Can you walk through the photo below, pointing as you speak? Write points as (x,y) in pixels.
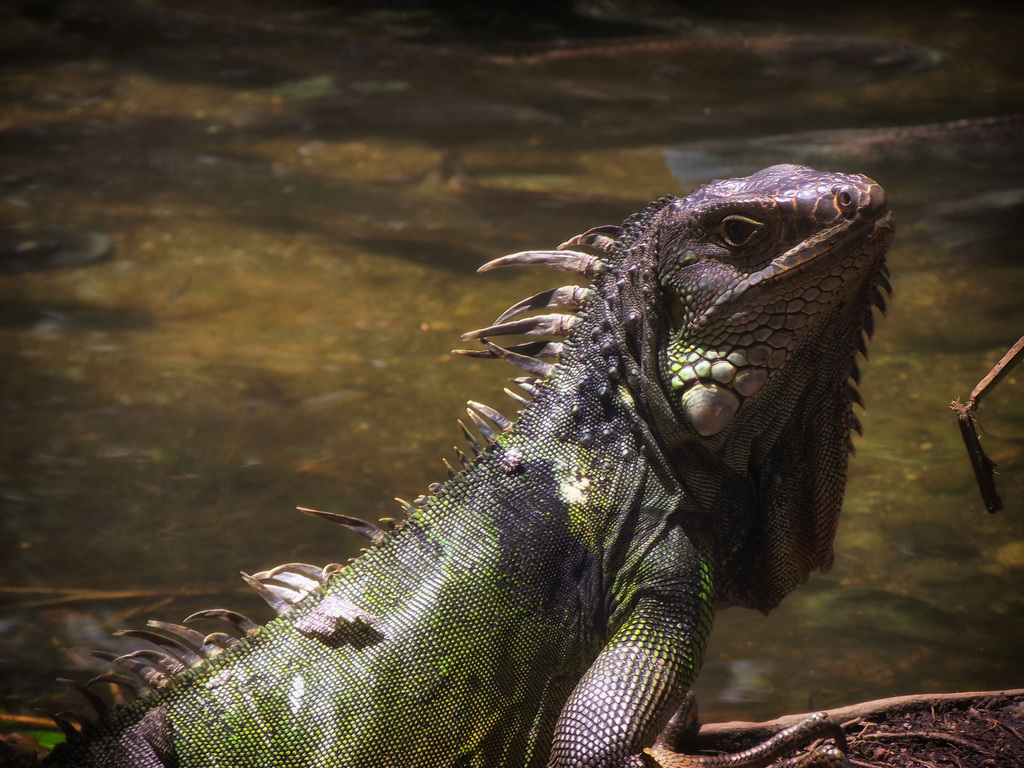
In this image we can see a reptile (548,562) on the ground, also we can see the water (525,173).
